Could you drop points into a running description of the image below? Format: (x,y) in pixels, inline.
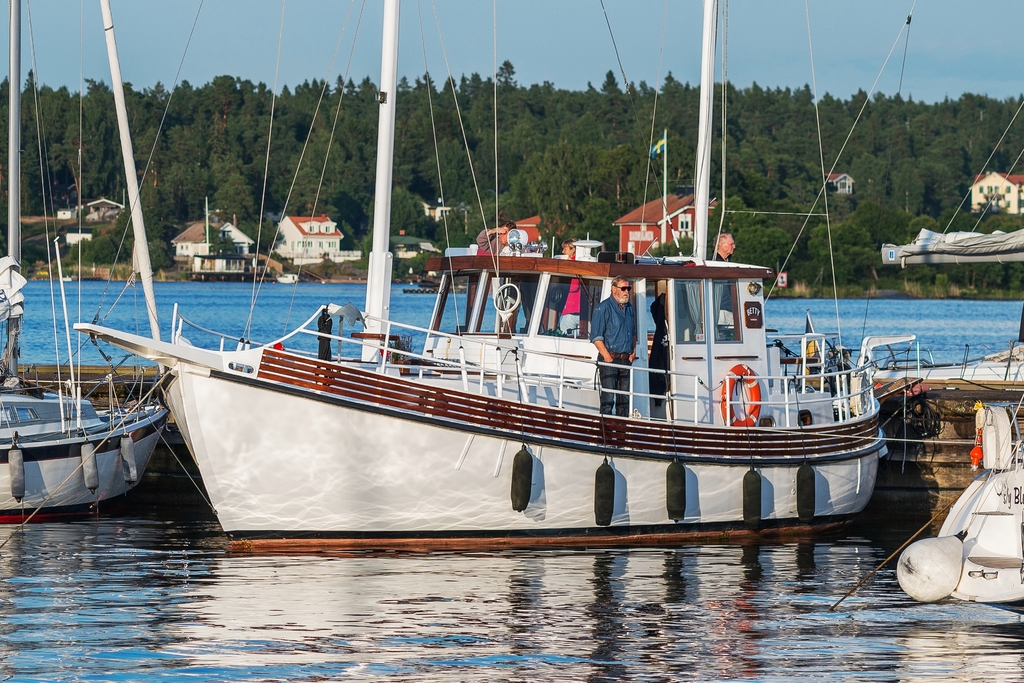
In this image in front (746,393) there are people (611,334) standing on the ship (596,407). At the bottom of the image (620,624) there is water (603,598). In the background of the image (398,228) there are trees (741,146) and sky (577,27).
